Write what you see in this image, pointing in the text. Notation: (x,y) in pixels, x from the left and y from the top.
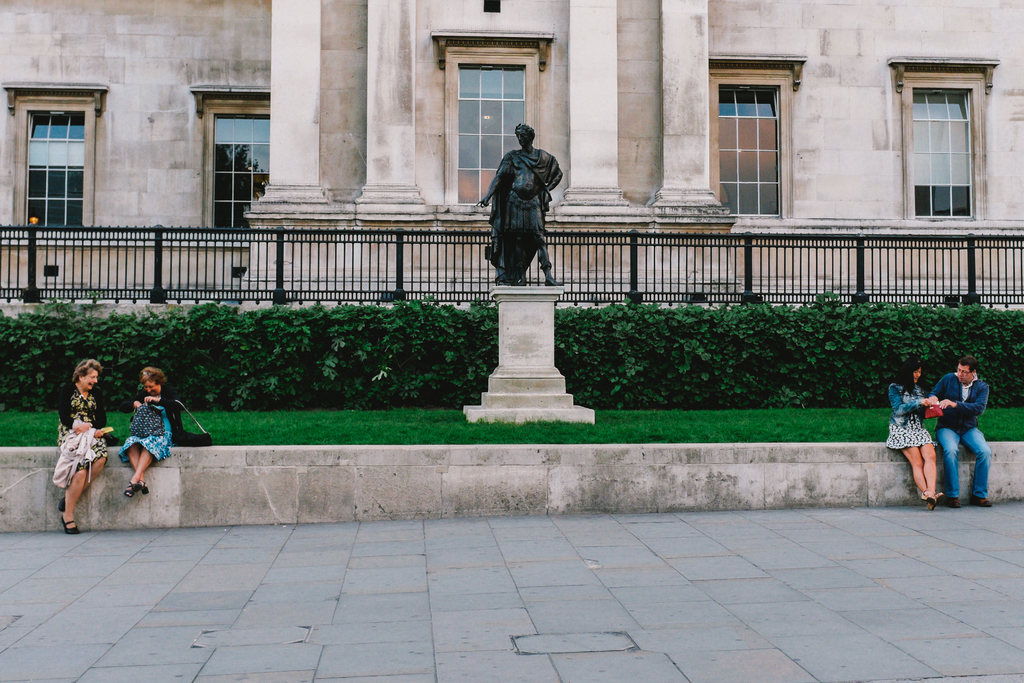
At the bottom of the image (433,564) there is a floor (227,581). There is a small wall (317,492) with four people (958,443) are sitting on the wall (791,490). Behind them there is grass (38,426). In the middle of the grass (420,417) there is a statue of a man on the pedestal (578,417). Behind the statue (499,183) there are bushes (489,331) and also there is railing (833,286). In the background (138,8) there is a building (899,21) with walls (887,109), glass windows (495,170) and pillars (288,122).
